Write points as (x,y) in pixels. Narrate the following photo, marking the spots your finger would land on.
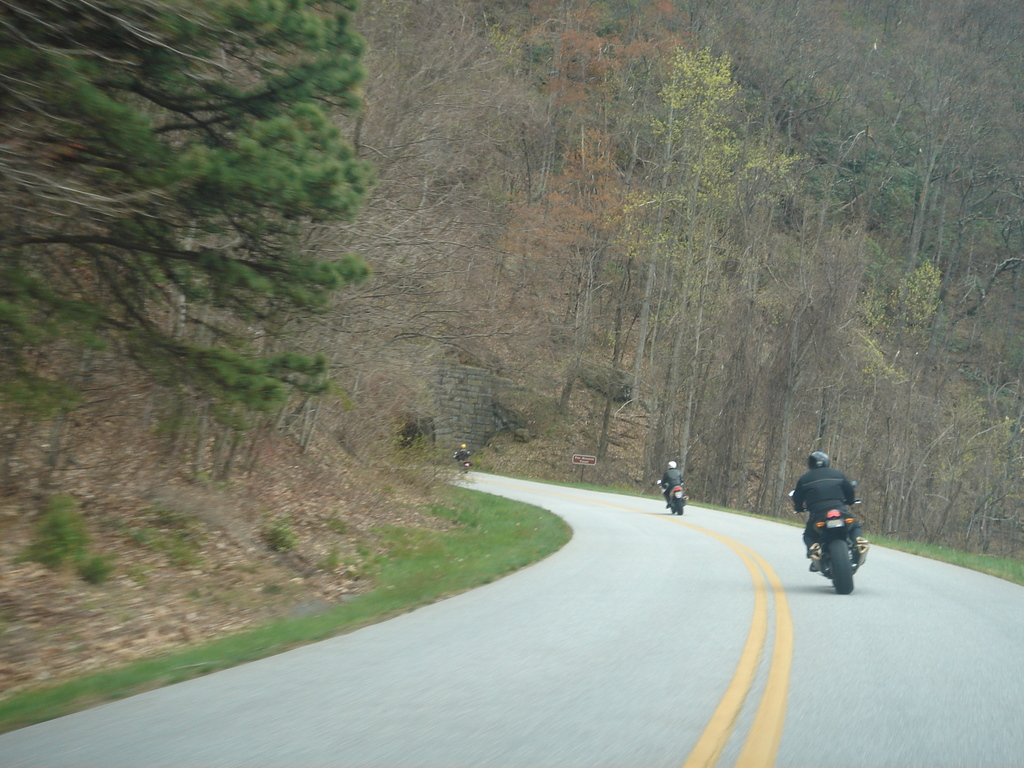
In this image we can see persons (838,495) sitting on the motor vehicles (839,561) on the road (586,599), grass (418,577), shredded leaves (203,470) and trees (791,295).
